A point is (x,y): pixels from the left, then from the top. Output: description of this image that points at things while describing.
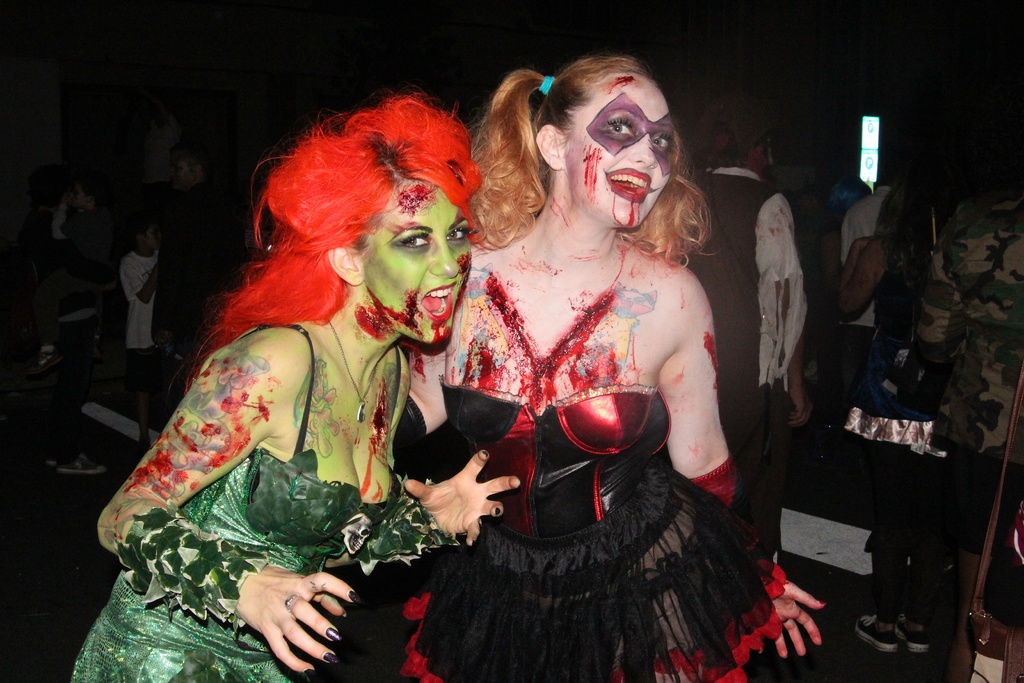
In this picture I can observe two women (512,461). They are wearing black and green color dresses (548,554). In the background (761,290) there are some people (740,229) standing. These women (359,346) are in halloween makeup (491,343).
